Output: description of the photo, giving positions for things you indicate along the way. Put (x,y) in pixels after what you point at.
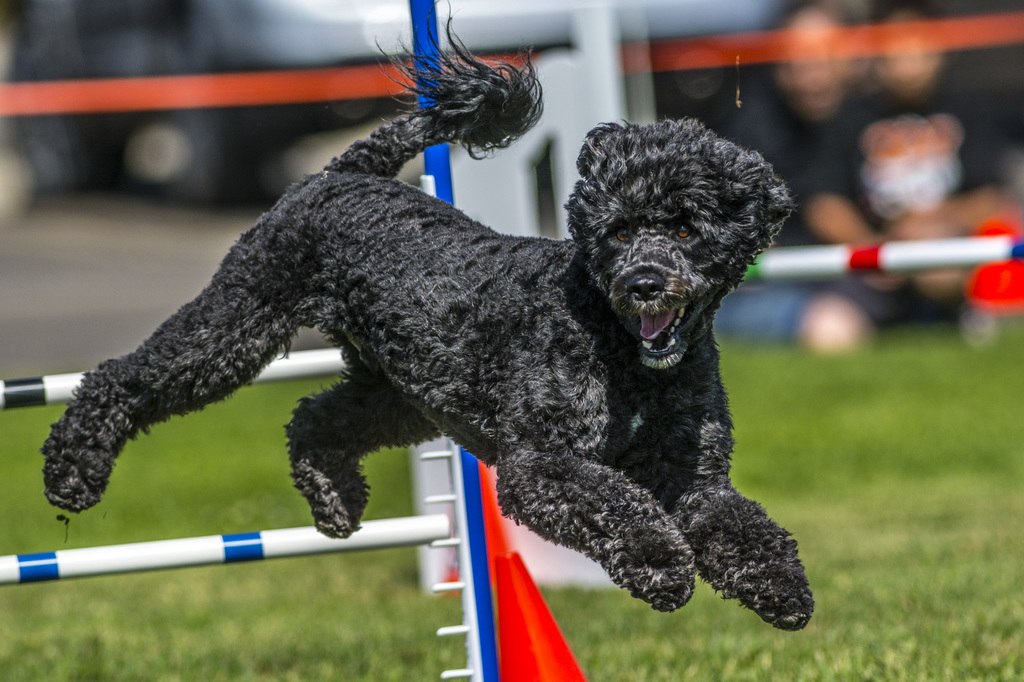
In this image, we can see a dog (374,371) in the air. In the background (756,370), we can see poles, grass (274,421), blur view and people (825,143).
